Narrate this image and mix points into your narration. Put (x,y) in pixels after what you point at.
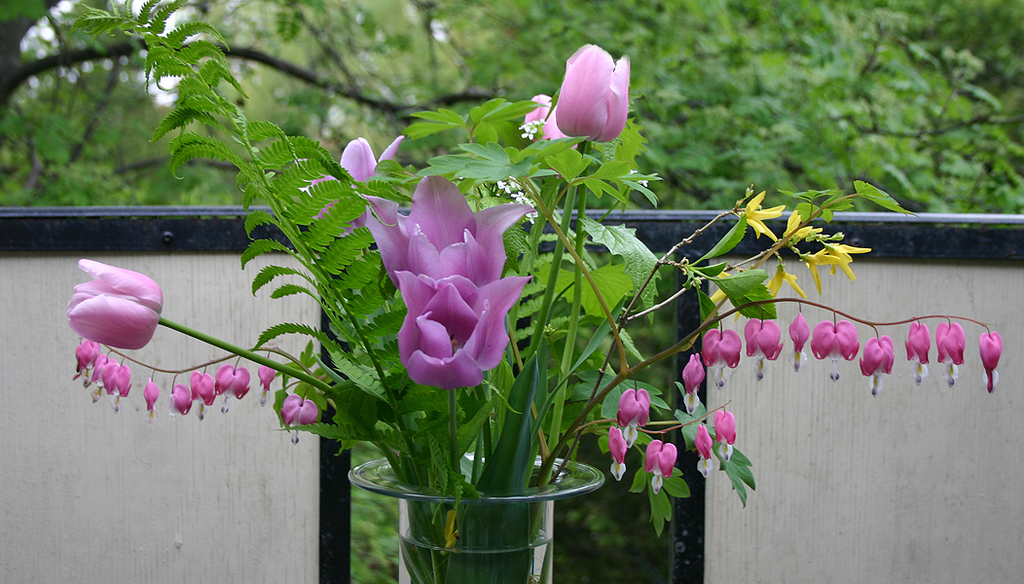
In this image we can see purple color flowers (640,394) and plants (452,508) in the vase (535,536). The background of the image (823,386) is blurred, where we can see the wall (932,284) and trees (282,100).
